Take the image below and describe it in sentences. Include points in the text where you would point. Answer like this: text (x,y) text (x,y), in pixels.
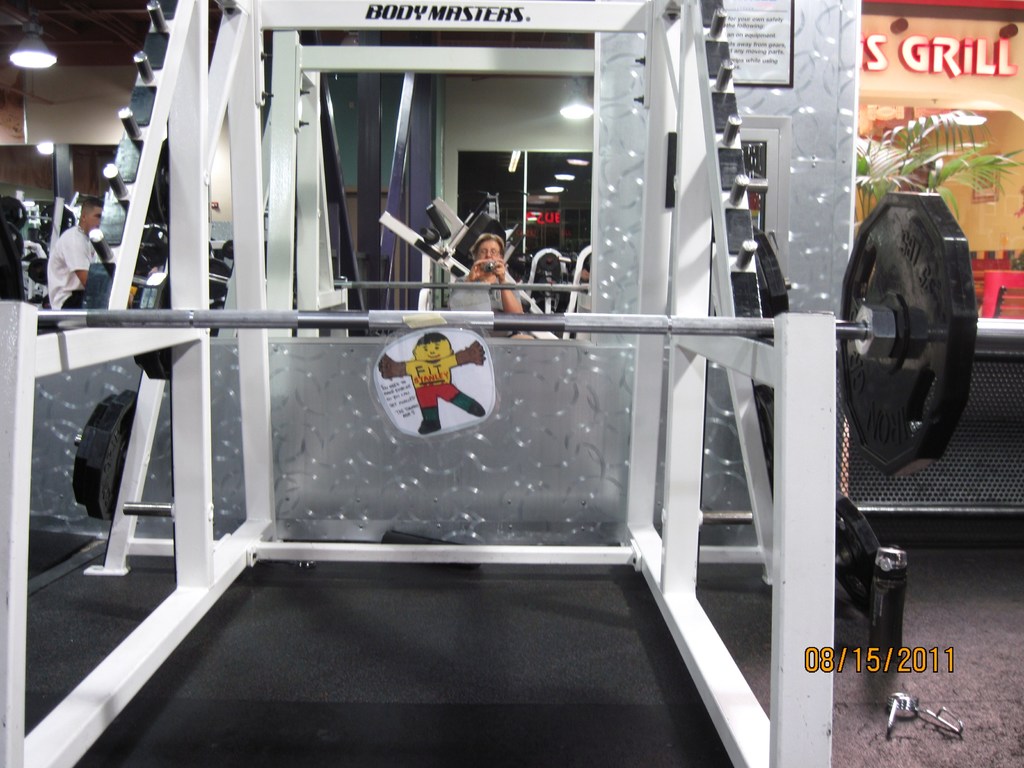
This image is clicked in a gym (544,648). In the front (164,195), there is a stand (258,269) along with dead weights (841,357) and rod (402,327). At the bottom (921,729), there is floor (893,674). To the left (74,260), there is a man (76,272) sitting. In the middle (494,306) there is a woman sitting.
